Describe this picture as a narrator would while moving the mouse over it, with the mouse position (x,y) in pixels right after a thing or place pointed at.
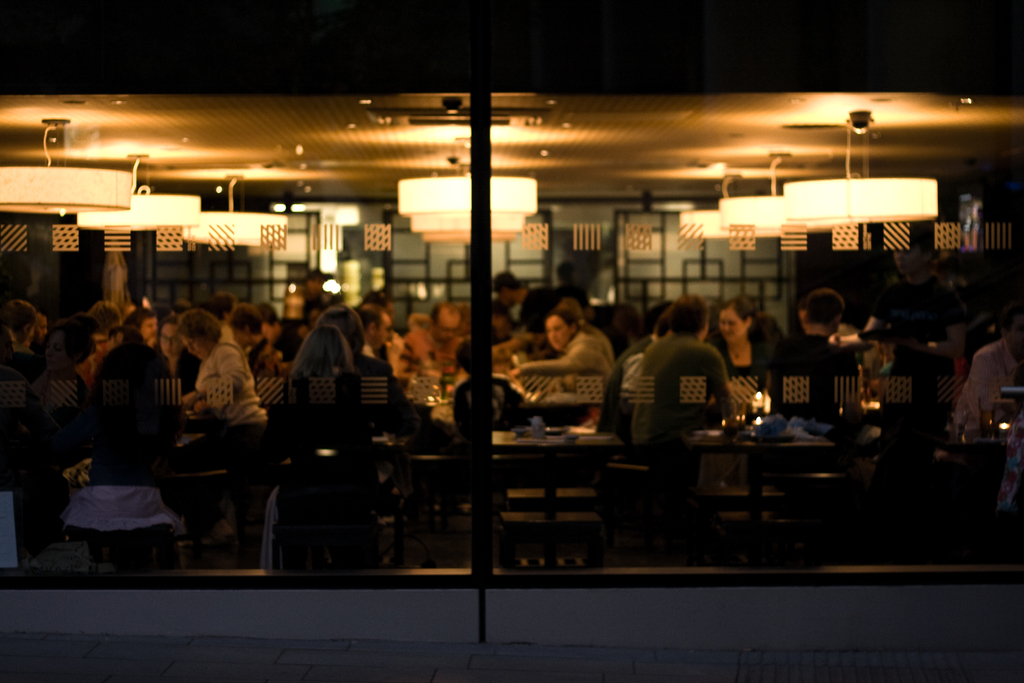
In the picture I can see a group of people (444,340) are sitting on chairs (580,493) in front of tables (538,400). On tables (795,438) I can see some objects (778,433). In the background (601,267) I can see lights (455,227) on the ceiling (275,174), wall (561,246) and some other objects (716,278). The background of the image (382,202) is blurred.
